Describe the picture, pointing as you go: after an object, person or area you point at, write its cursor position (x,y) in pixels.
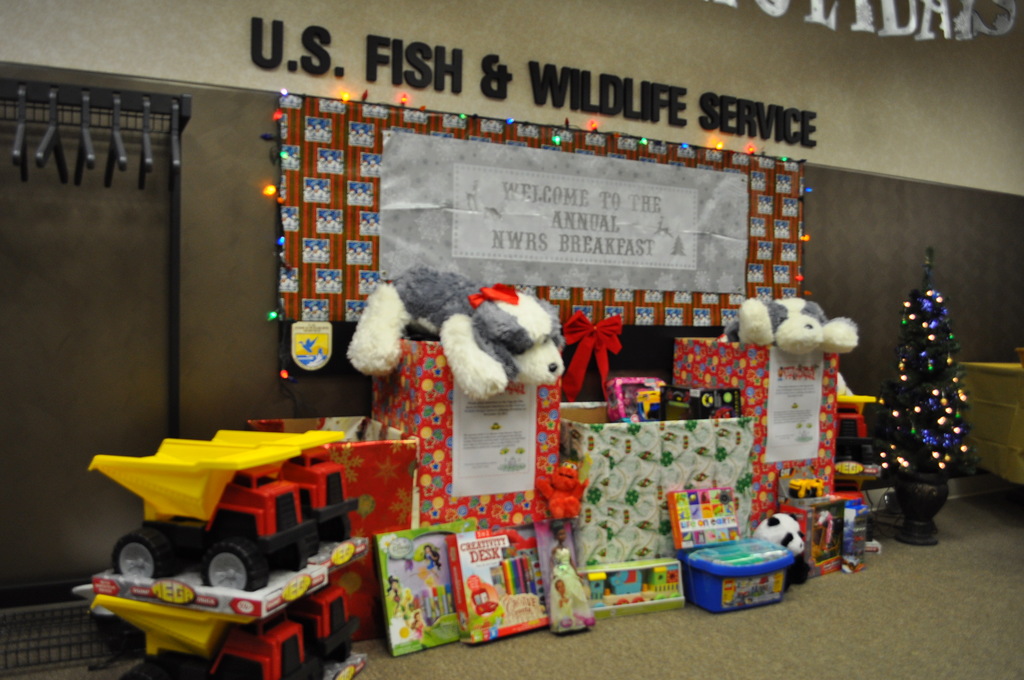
In this picture, we see the stuffed toys (529,375), carton boxes (658,446) which are covered with the colorful paper (605,483), packaged toys (508,569), dolls (560,582), toy vehicles (294,534) which are in red and yellow color and we even see the blue color box (717,578). On the right side (912,312), we see a tree (908,403) which is decorated with the lights (892,450). Behind that, we see a board (440,199) or a poster (608,239) with some text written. Behind that, we see a wall (204,262). At the top (711,112), we see some text (540,104) written on the wall (196,26).
